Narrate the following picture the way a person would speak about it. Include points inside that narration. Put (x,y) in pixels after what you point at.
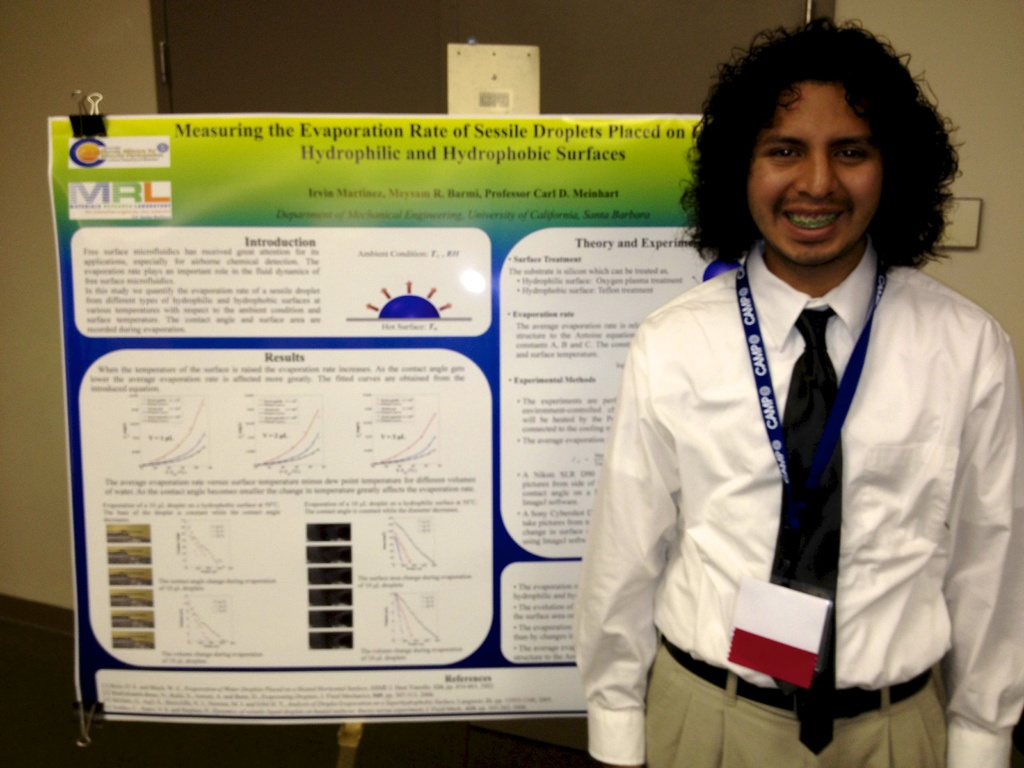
In the image a man (935,222) is standing and smiling. Behind him there is a banner (592,141). Behind the banner (462,114) there is wall (135,62).
